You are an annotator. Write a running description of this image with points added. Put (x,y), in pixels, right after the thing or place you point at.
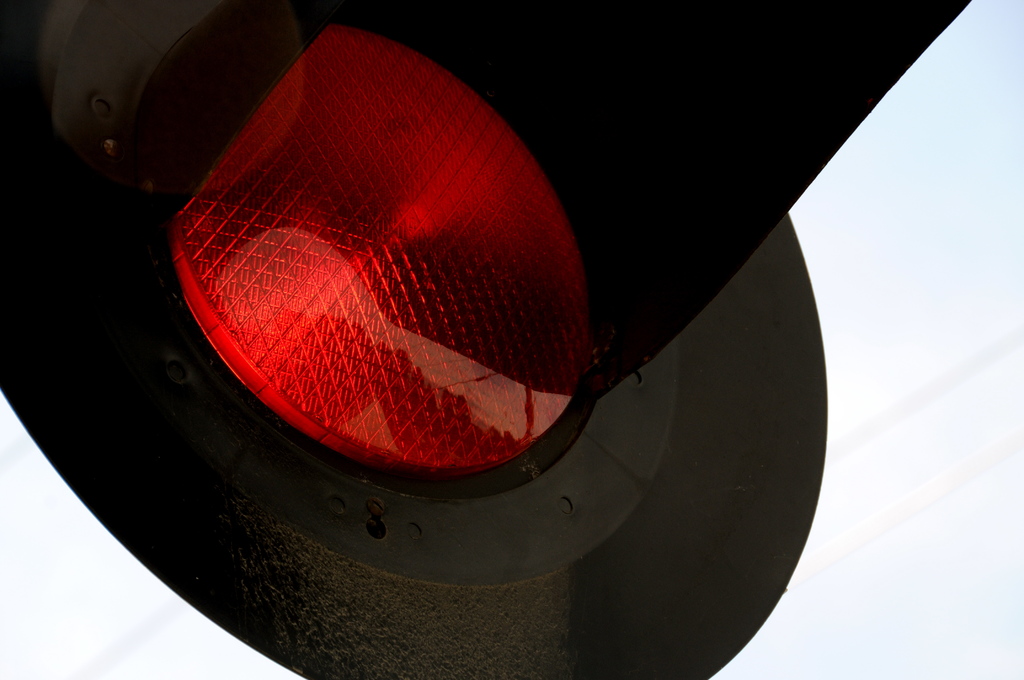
In this image there is a red light (561,508), in the background (937,649) it is white.
